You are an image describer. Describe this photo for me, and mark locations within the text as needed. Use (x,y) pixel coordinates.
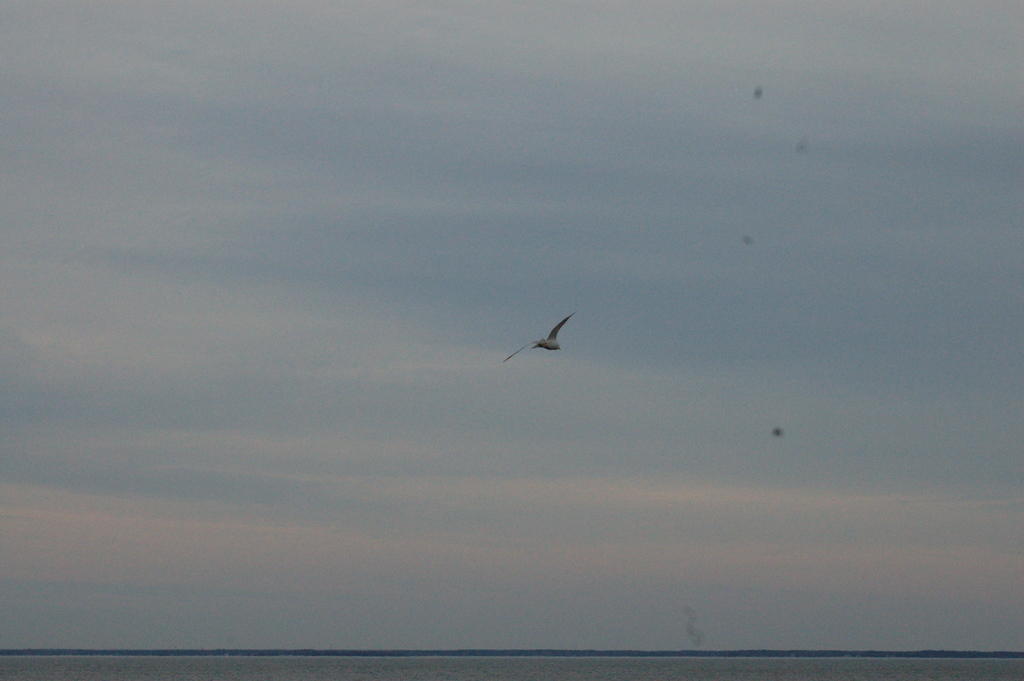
In this image I can see a bird (551,335) flying in the sky (603,348).
